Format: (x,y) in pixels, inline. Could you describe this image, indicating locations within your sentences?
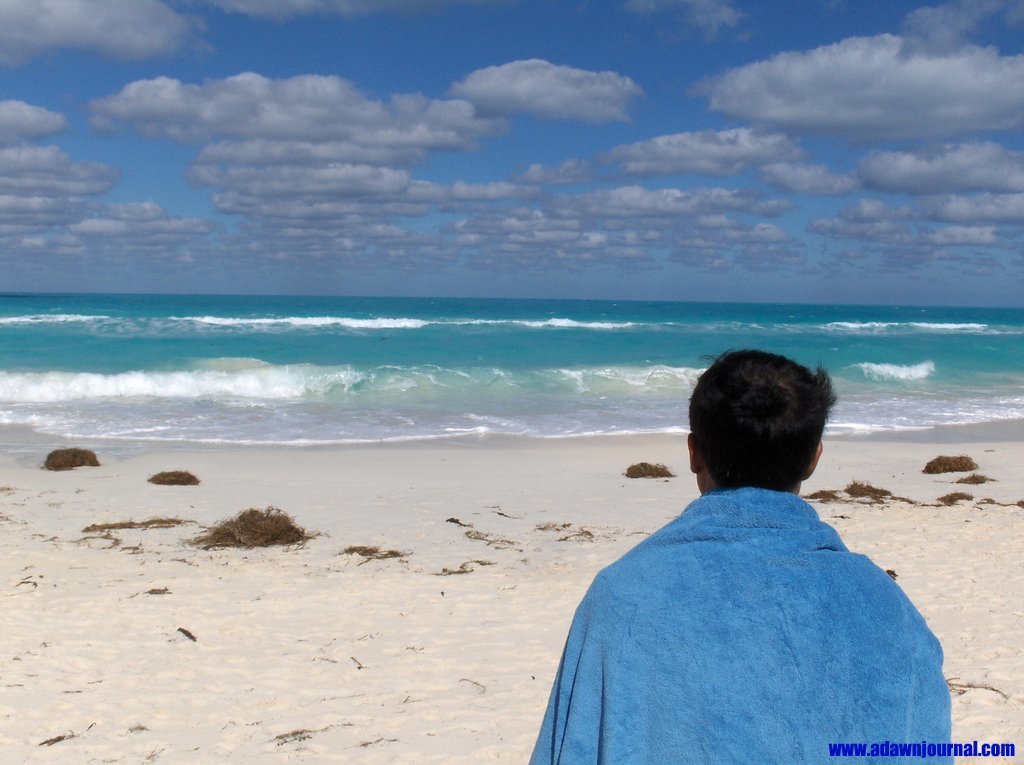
This image is taken at the beach (507,597). In this image we can see a man (748,595). We can also see the water (445,312), sand (343,699) and also the sky (546,80) with the clouds (682,158). In the bottom right corner (958,755) we can see the text (940,749).
